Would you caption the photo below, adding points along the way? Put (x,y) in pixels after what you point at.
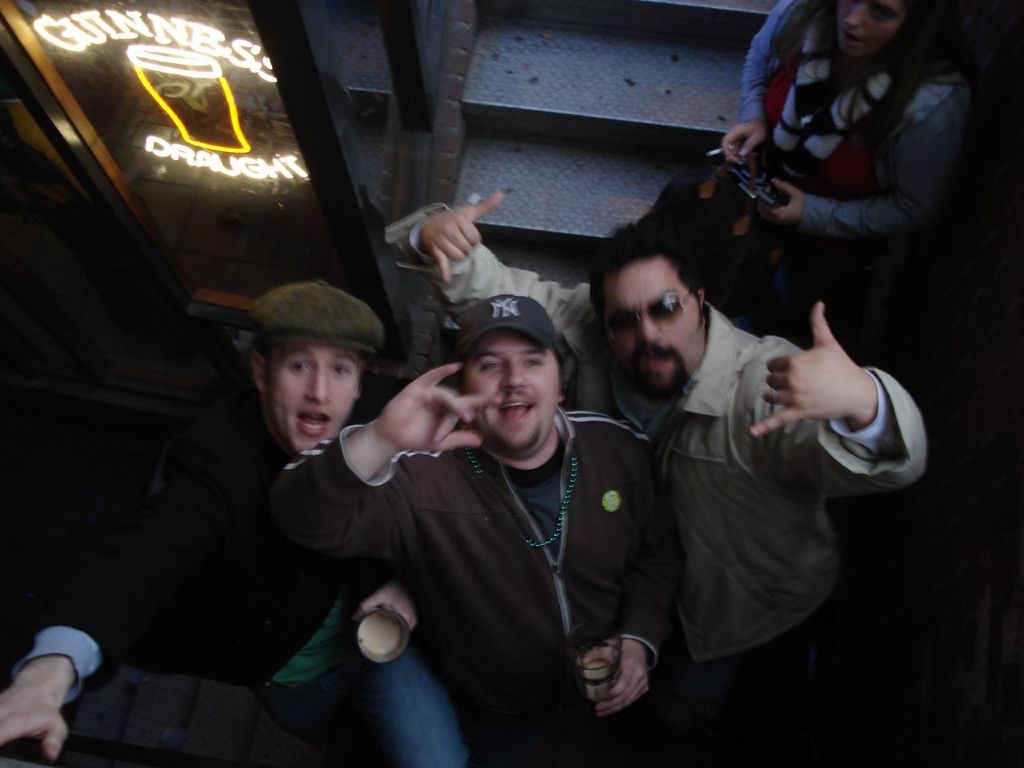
In this image there are persons (815,403) sitting and smiling. On the top right (858,147) there is a woman (873,124) holding a black colour object (760,186) in her hand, and on the left side (185,136) there is a glass (175,140) and on the glass (191,83) there is some text (297,159) written on it.
